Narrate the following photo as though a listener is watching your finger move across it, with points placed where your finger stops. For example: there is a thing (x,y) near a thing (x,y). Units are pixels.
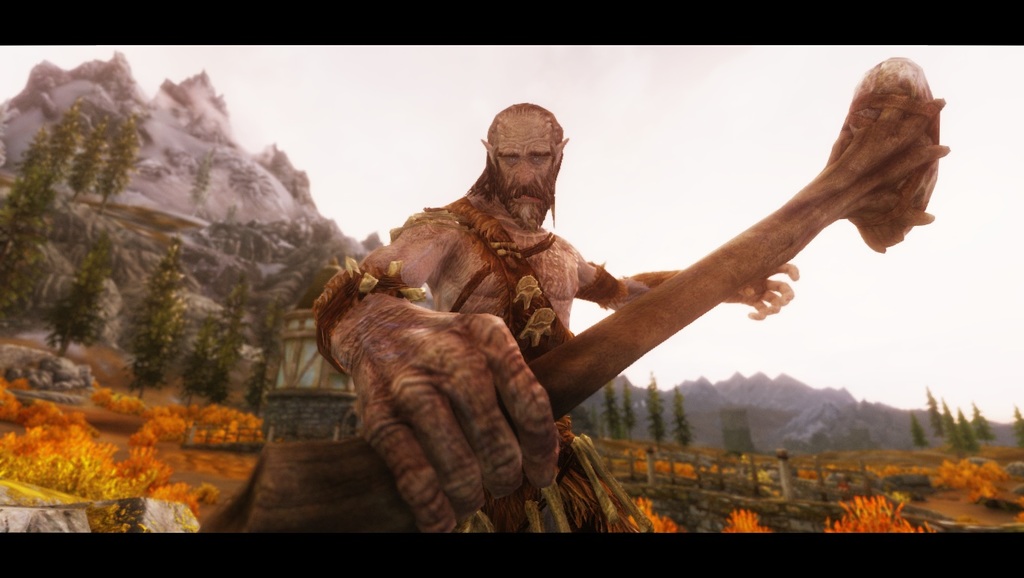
It is an animated picture. Here we can see a person (512,311) is holding a stick (644,347). Background (831,240) we can see few mountains (628,394), trees (84,317), poles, stones (899,482), railing (651,470) and sky (573,136).
